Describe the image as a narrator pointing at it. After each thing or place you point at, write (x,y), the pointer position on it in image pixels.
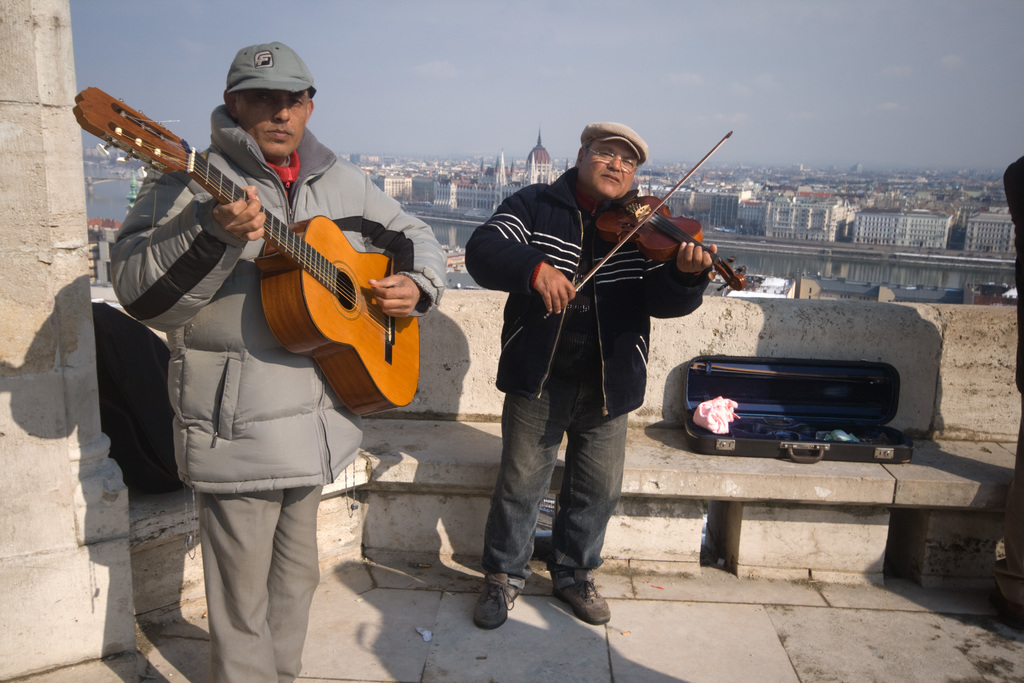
Two men (404,246) are standing on the floor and playing musical instruments (270,281). Behind them there are buildings (857,196), water (118,198), sky (430,38).
